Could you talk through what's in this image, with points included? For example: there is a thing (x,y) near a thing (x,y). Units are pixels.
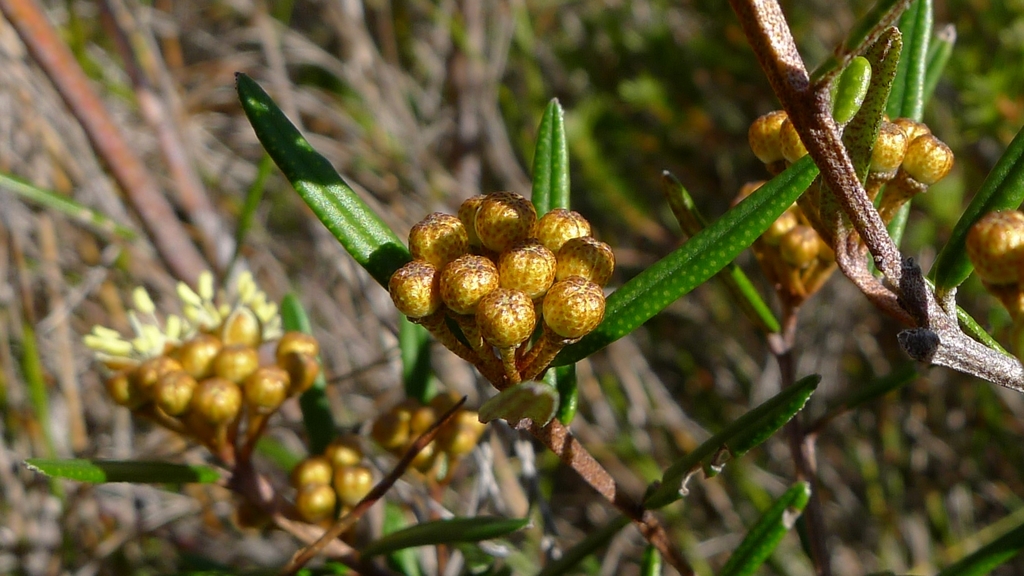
The picture consists of plants (364,355). In the foreground of the picture (575,307) there are buds (570,292) and stems (847,172) of a plant (654,281). The background (20,497) is blurred.
